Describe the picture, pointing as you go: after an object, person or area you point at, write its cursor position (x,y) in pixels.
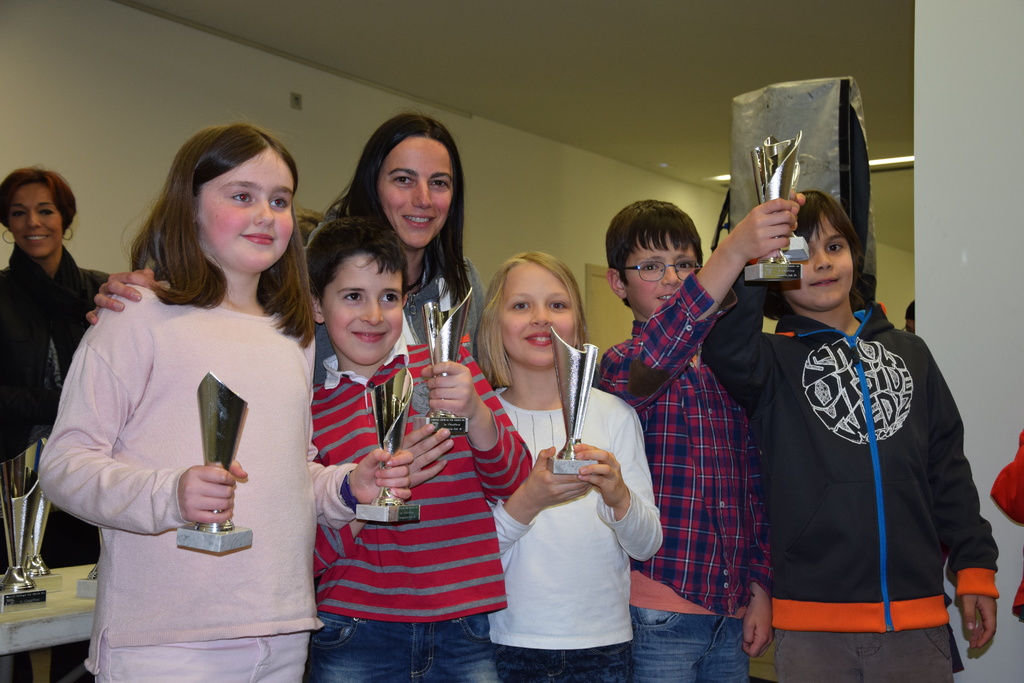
This picture shows few people (397,350) standing and we see few of them holding mementos (373,385) in their hands (372,463) and we see smile on their faces (245,268) and few mementos (55,589) on the table (57,611) and we see a woman (20,178) on the back (23,331) and we see a light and a speaker (815,150).
